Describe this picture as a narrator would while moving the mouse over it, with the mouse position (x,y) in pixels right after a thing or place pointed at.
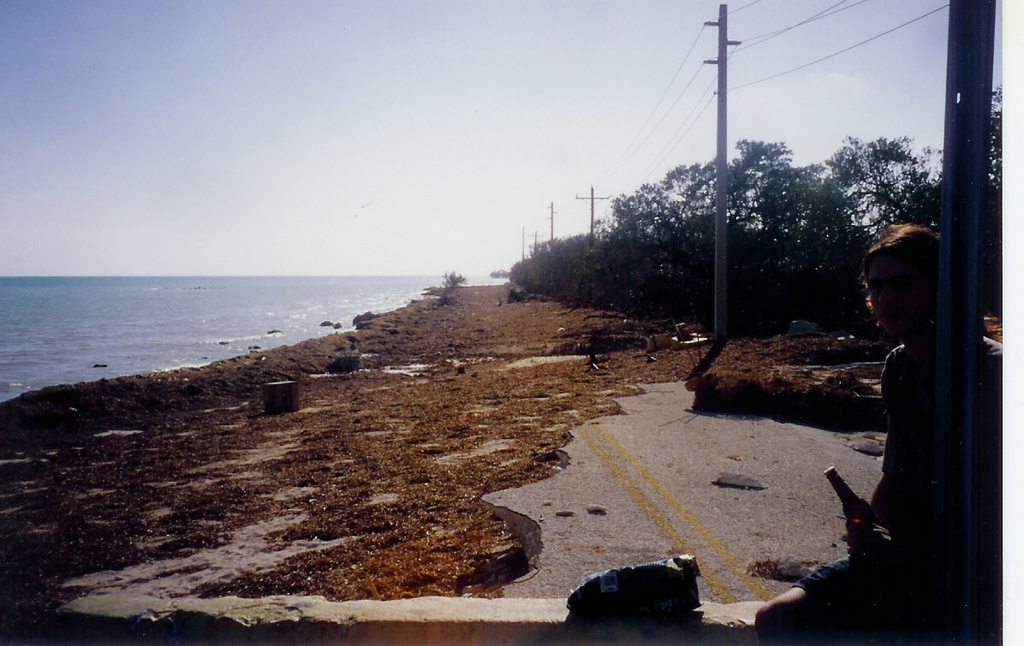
In this image we can see a woman (911,496) sitting holding a bottle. On the left side (326,330) we can see a large water body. On the right side (706,222) we can see some trees (623,249), poles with wires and the sky (611,136) which looks clear.
